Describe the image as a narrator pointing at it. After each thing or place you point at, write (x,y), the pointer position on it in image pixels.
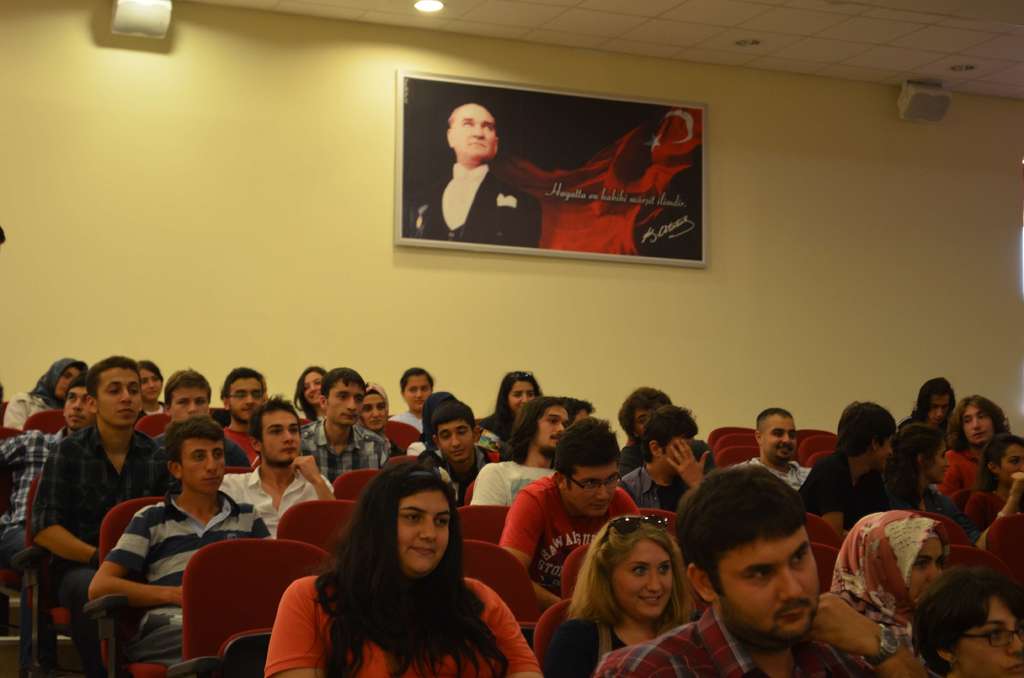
In this image I can see group of people (370,613) sitting. In the background (535,229) I can see the frame (553,232) attached to the wall (313,242) and the wall (260,230) is in yellow color and I can see few lights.
